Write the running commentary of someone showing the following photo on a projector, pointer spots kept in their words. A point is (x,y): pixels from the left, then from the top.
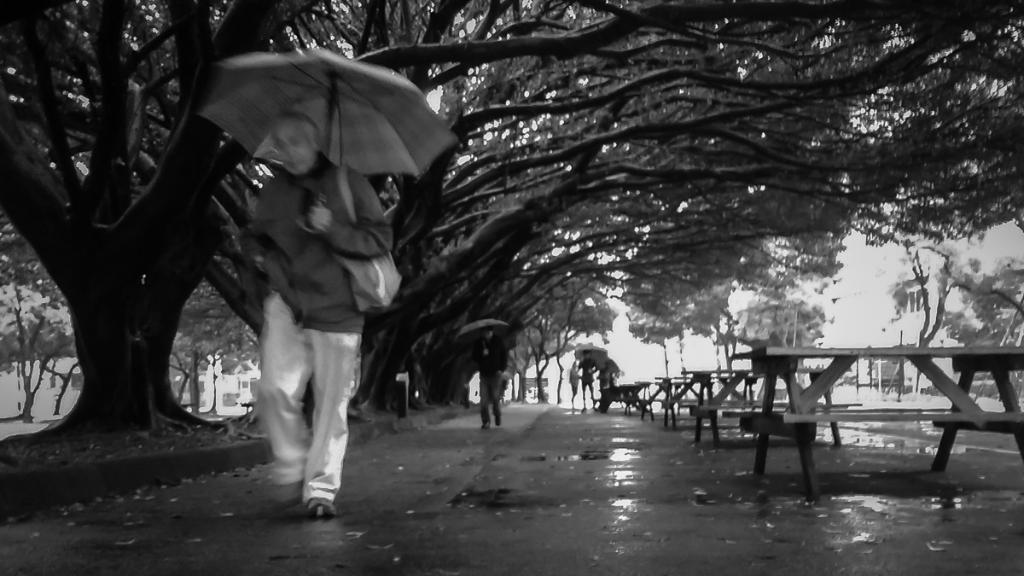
In this image we can see a black and white image. In this image we can see some persons (296,352), benches (829,351) and other objects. In the background of the image (831,27) there are trees (741,166) and the sky (847,236). At the bottom of the image (545,478) there is the floor (587,505).
